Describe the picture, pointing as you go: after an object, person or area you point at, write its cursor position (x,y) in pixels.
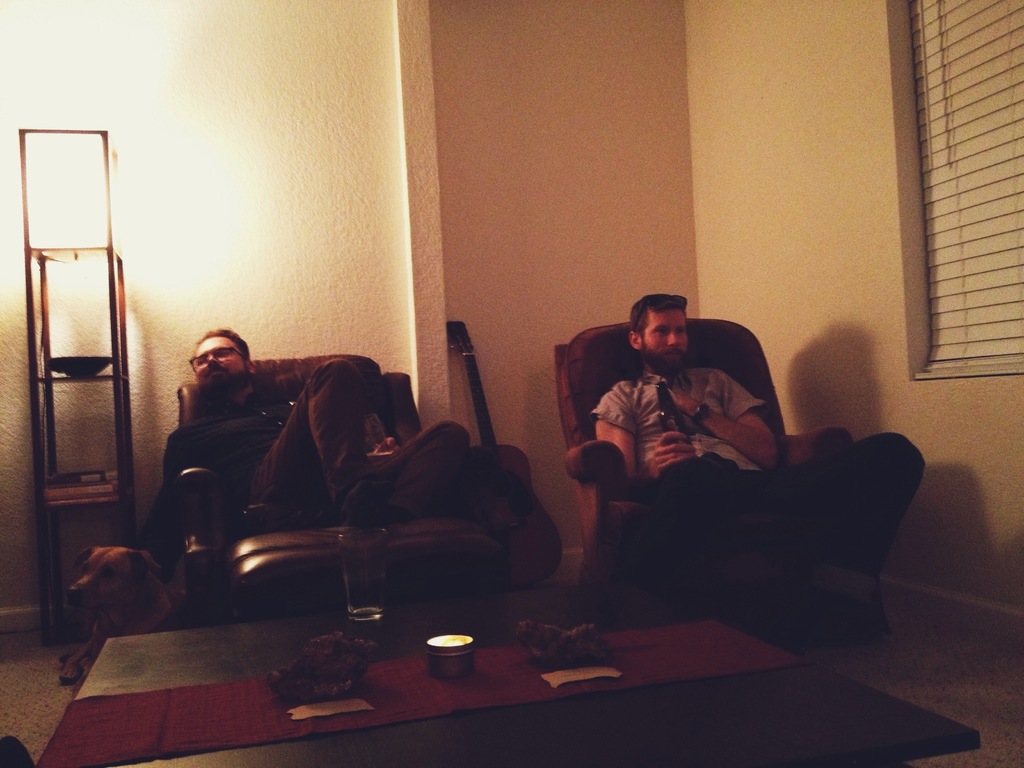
in this image 2 people (682,482) are sitting on the sofa (591,491). at the center (535,509) there is a guitar (492,486) resting on the wall (561,495). at the left (141,581) there is a dog (107,586) sitting on the floor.
